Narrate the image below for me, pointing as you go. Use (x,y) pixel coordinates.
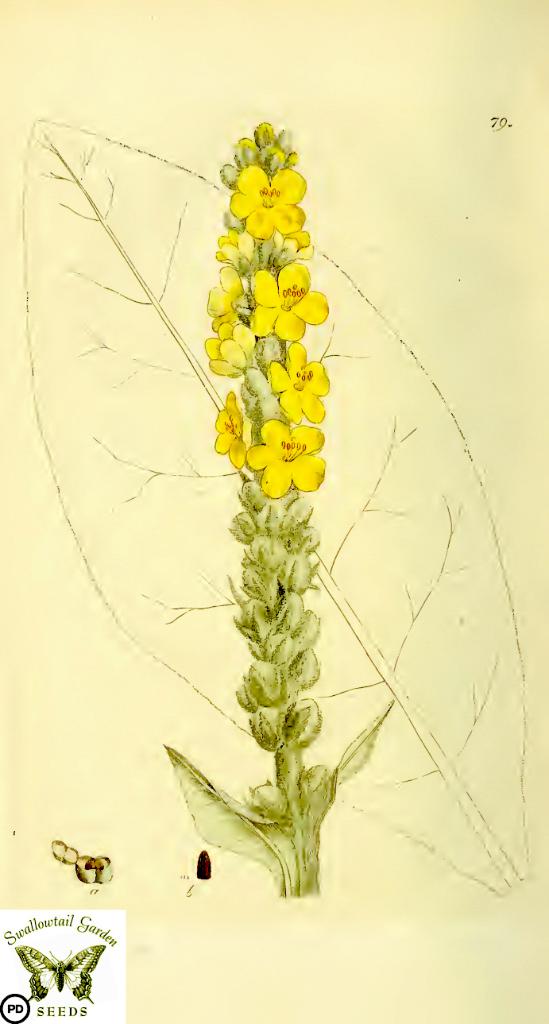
In this image I can see a drawing (296,673) of a plant (278,596) which is green in color and to it I can see few flowers (289,456) which are yellow in color and I can see a leaf (437,478).
